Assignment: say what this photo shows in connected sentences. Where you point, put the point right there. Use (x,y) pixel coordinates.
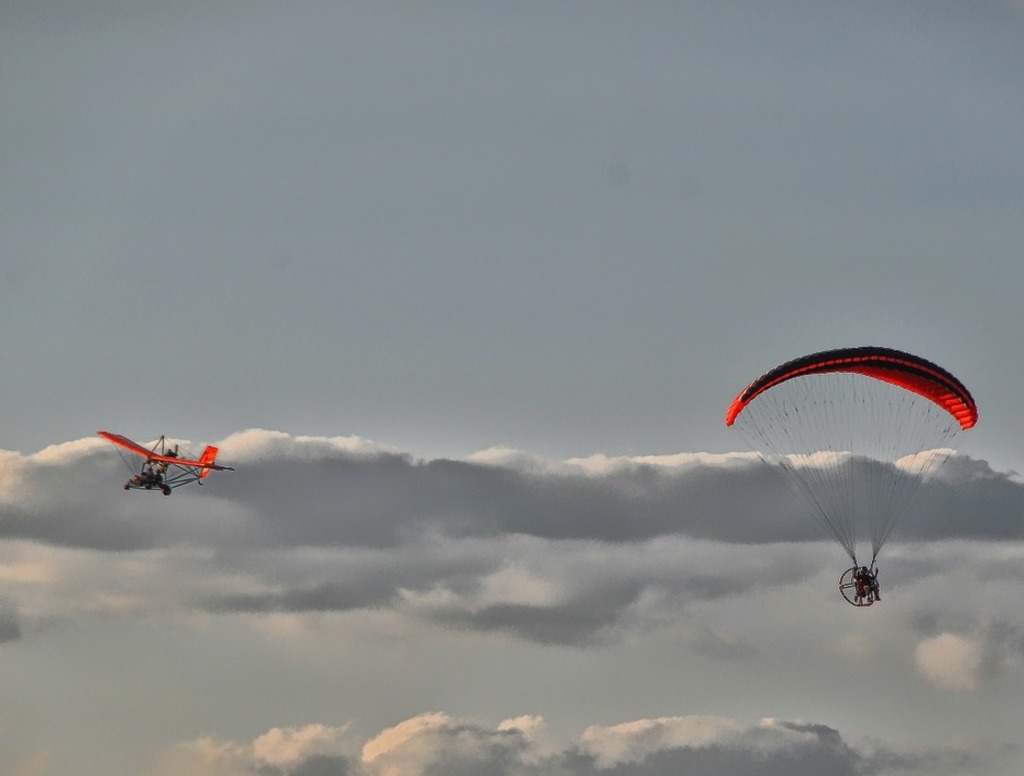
In the foreground of this image (866,573), on the right (866,560), there is a parachute (850,568). On the left (145,448), there is an airplane (144,457). In the background (465,249), there is the sky (588,224) and the cloud (540,493).
